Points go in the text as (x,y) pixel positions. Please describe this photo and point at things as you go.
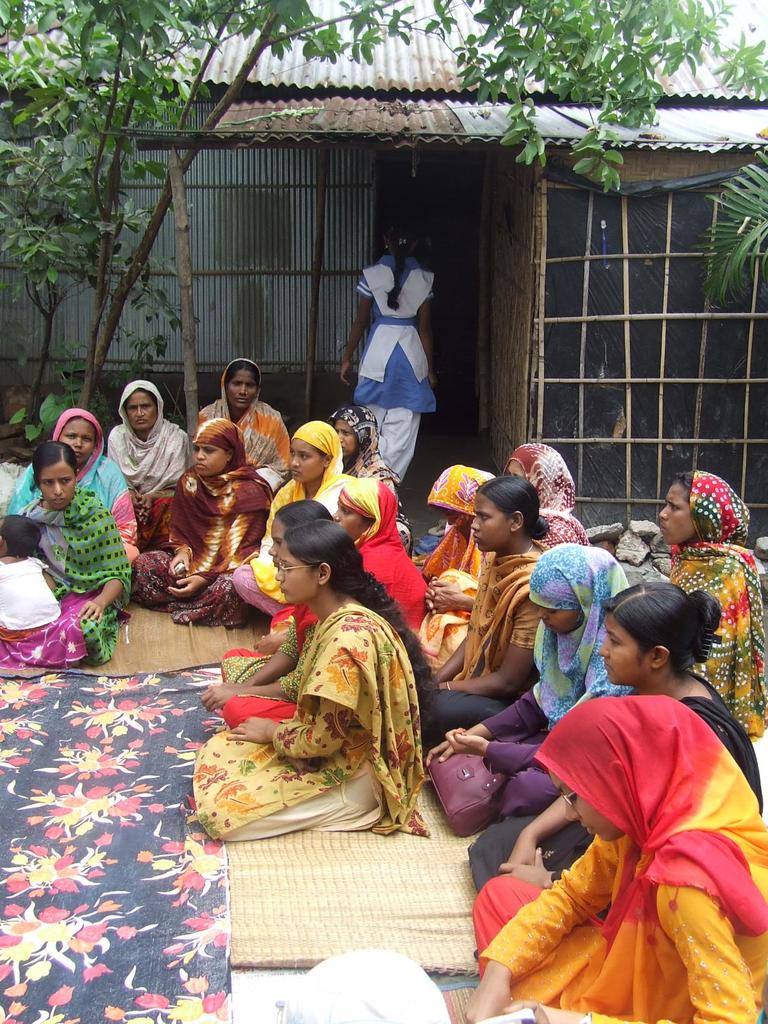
In this image there are group of women (504,850) sitting on the mat (321,866). In the background (420,232) there is a house (323,158). On the left side (91,78) top corner there are trees (52,91). On the floor (64,809) there is mat (250,920). At the top (404,69) there are asbestos sheets (391,78) over the house (334,174).
